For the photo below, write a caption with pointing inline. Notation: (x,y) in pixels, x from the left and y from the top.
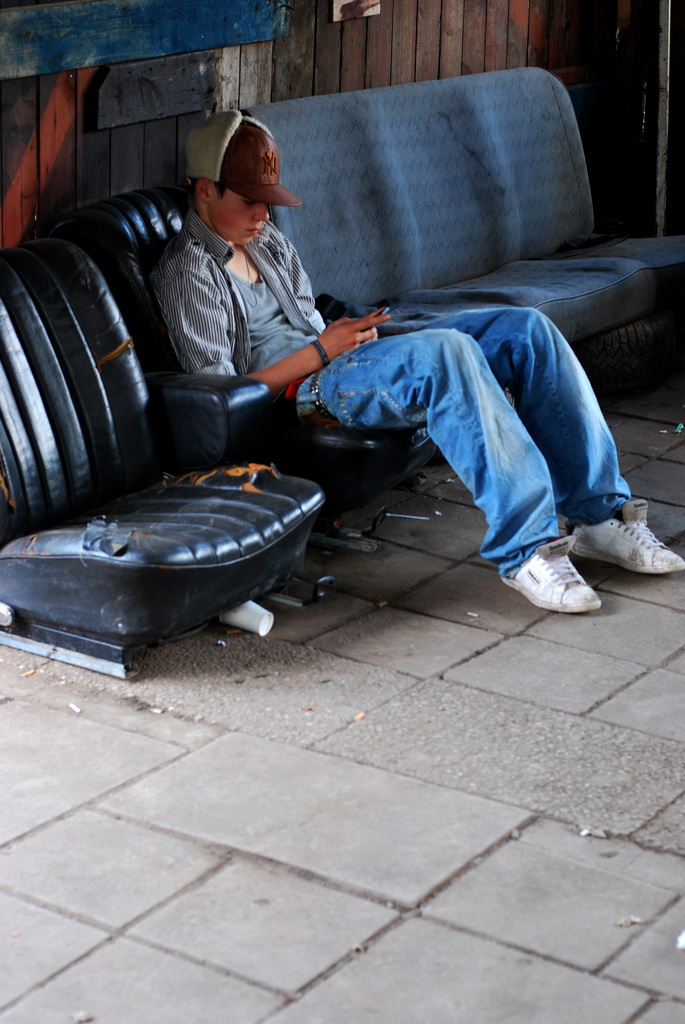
In this image a boy (410,345) sitting on chair (338,450), beside him there is a sofa (583,301), in the background (315,37) there is a wooden wall (589,18).
